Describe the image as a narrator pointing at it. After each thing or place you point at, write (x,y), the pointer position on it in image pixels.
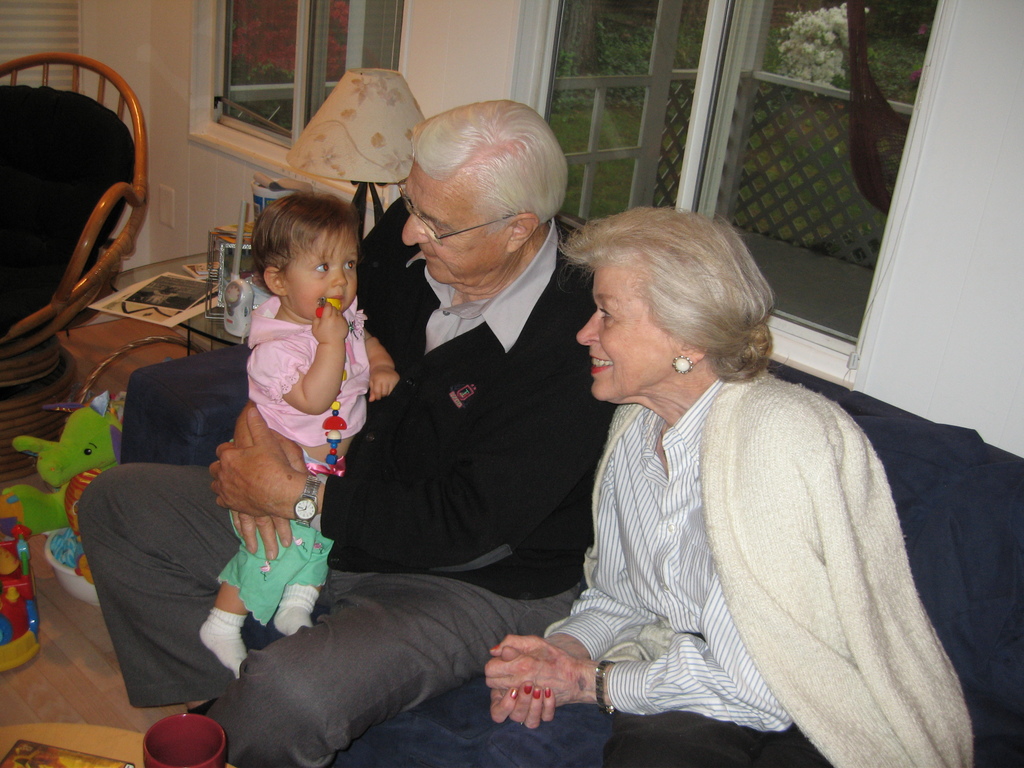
In this picture we can see two people (608,340) sitting on a sofa (883,457) and on a man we can see a child (318,233) and in front of them we can see toys (63,527) on the floor (40,686) and in the background (89,303) we can see windows (237,97), trees (342,41), fence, papers (174,286), chair (31,231) and some objects (185,268).
